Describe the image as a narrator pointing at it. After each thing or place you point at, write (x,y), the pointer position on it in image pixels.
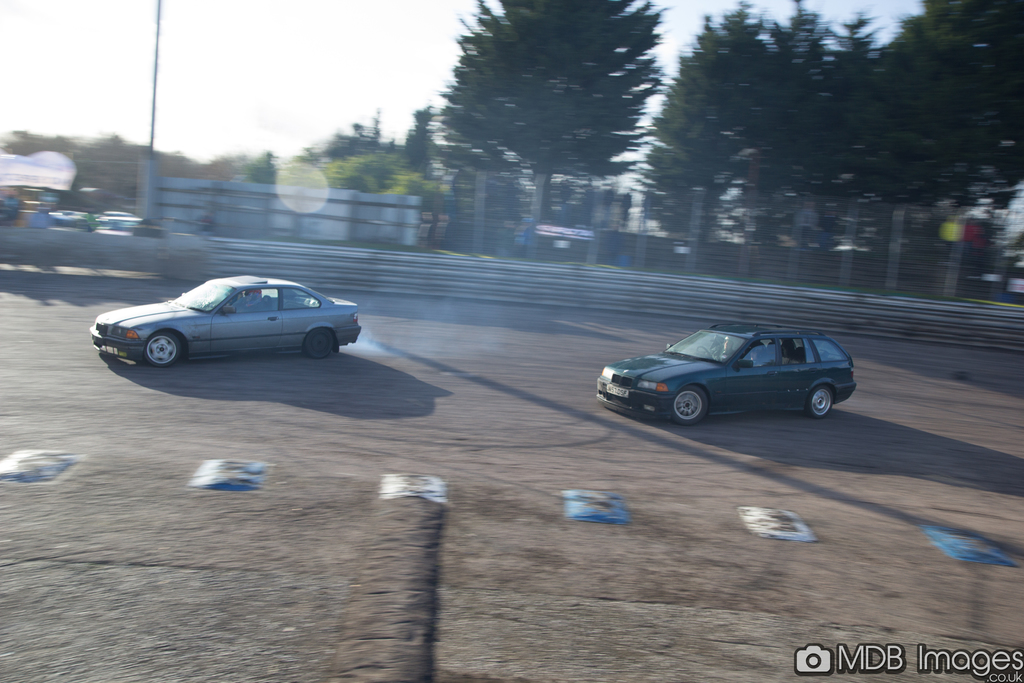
In this image, we can see vehicles (288,287) on the road (374,482) and in the background (598,159), there are trees (694,117), poles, a fence (368,202) and some other objects (122,213). At the bottom (973,656), there is some text (920,663) and a logo (809,663).
